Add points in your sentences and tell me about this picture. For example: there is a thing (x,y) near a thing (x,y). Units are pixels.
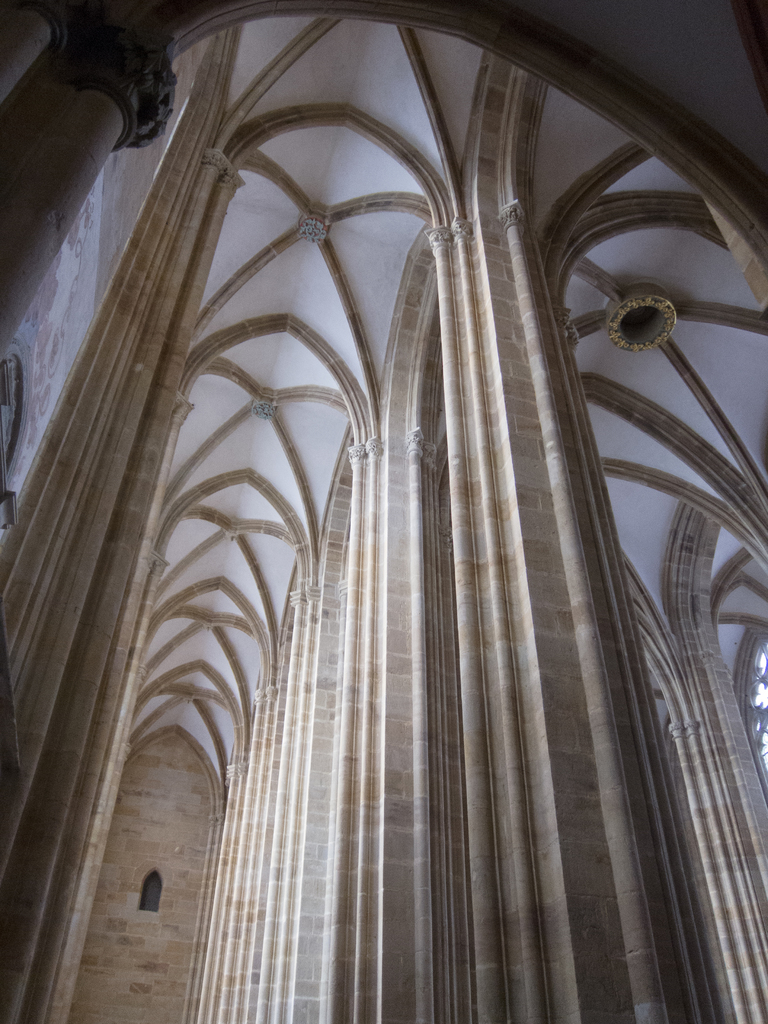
In this picture we can see a window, pillars (728,674), ceiling (224,501) and this is an inside view of a building (141,389).
